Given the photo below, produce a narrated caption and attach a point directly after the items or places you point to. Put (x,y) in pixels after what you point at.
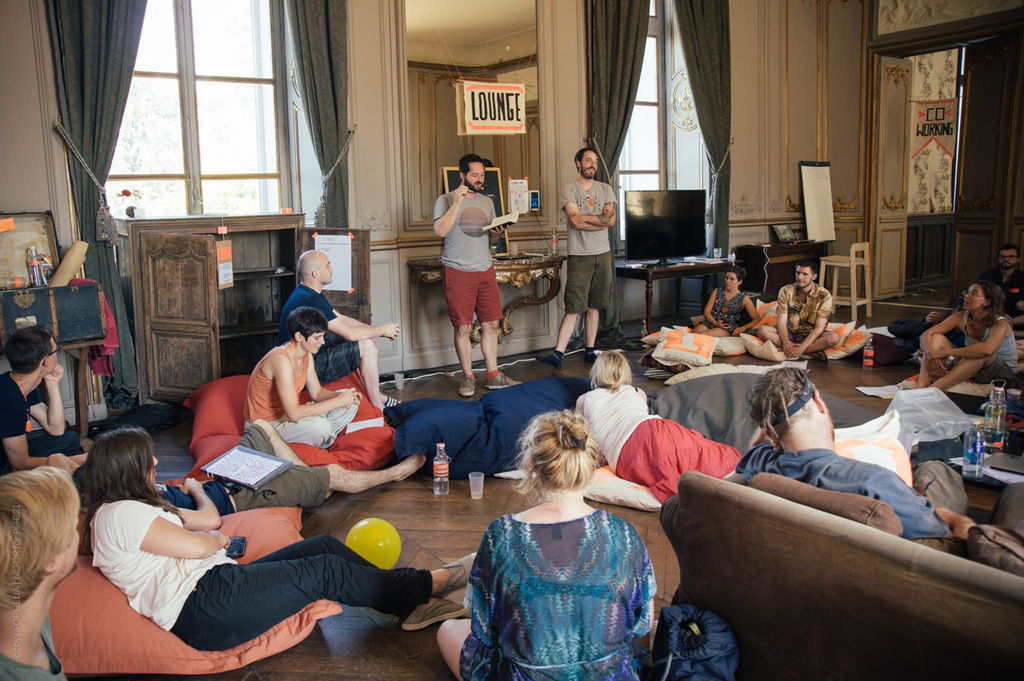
There are group of people (180,507) sitting and the woman (614,411) lying on the floor (655,511). I can see two people (592,239) standing. This is the mirror (447,119), which is attached to the wall (394,154). This looks like a wooden cupboard (190,287) with doors (190,274). I can see a television (666,240) placed on the table (656,276). Here is a frame (489,189), which is placed on the table (543,271), which is nearby the mirror (505,191). These are the curtains (320,145) hanging to the hanger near the windows (263,160). I can see a chair (851,266). This looks like a luggage bag (55,292) with few things (43,282) in it. I think this is a small banner (466,112), which is hanging to the mirror (535,61). This is the door (899,207). I can see cushions (703,348), a balloon (379,531) and water bottles (436,484) on the floor (656,525).
